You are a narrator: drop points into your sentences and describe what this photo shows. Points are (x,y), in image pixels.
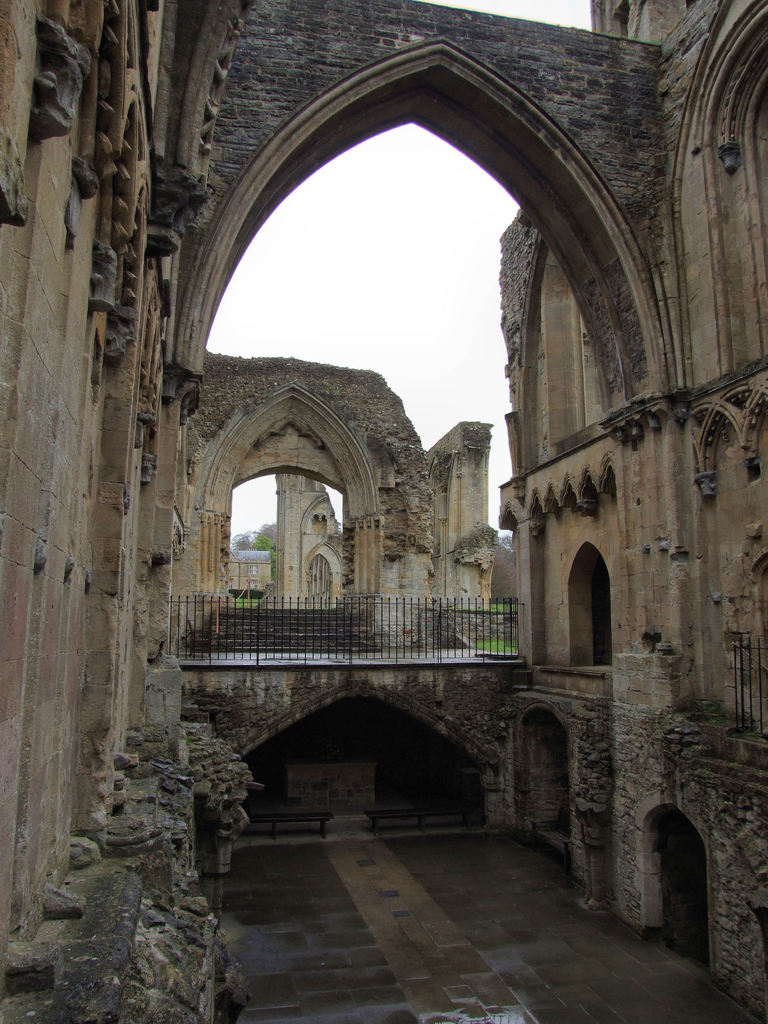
Here I can see a building (623,719). In the middle of the image (282,630) there is a railing (398,650). On the top (388,227) I can see the sky (361,242).
